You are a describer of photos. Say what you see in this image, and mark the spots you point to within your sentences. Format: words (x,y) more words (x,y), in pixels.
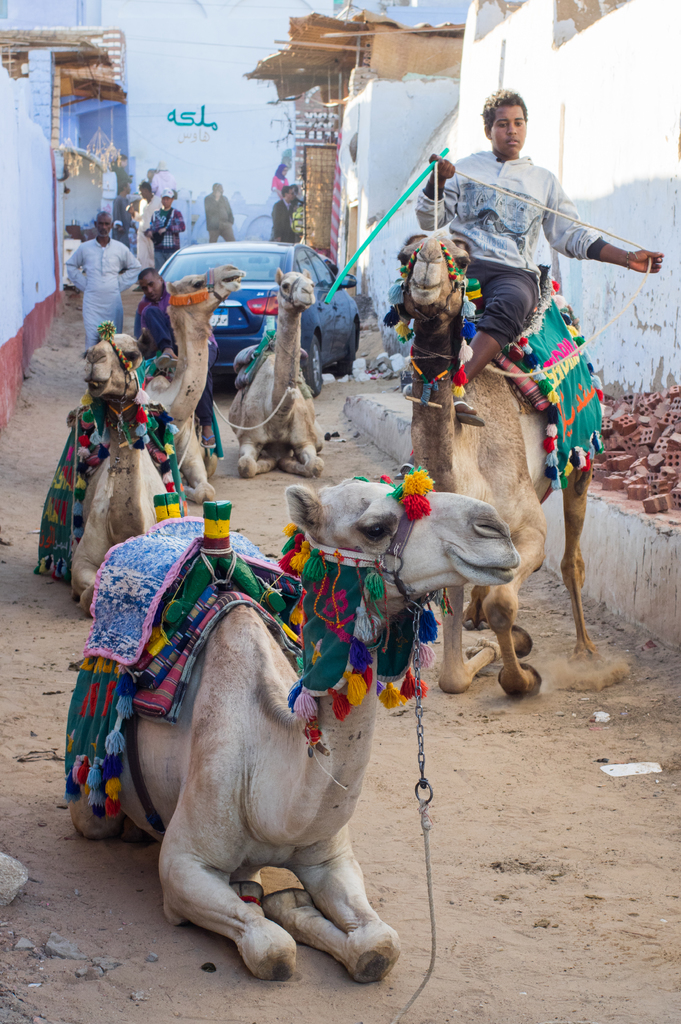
In this image there are camels (238,898) on the path (310,985), a person (454,225) sitting on the camel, car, group of people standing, buildings (165,11), bricks (670,473).
